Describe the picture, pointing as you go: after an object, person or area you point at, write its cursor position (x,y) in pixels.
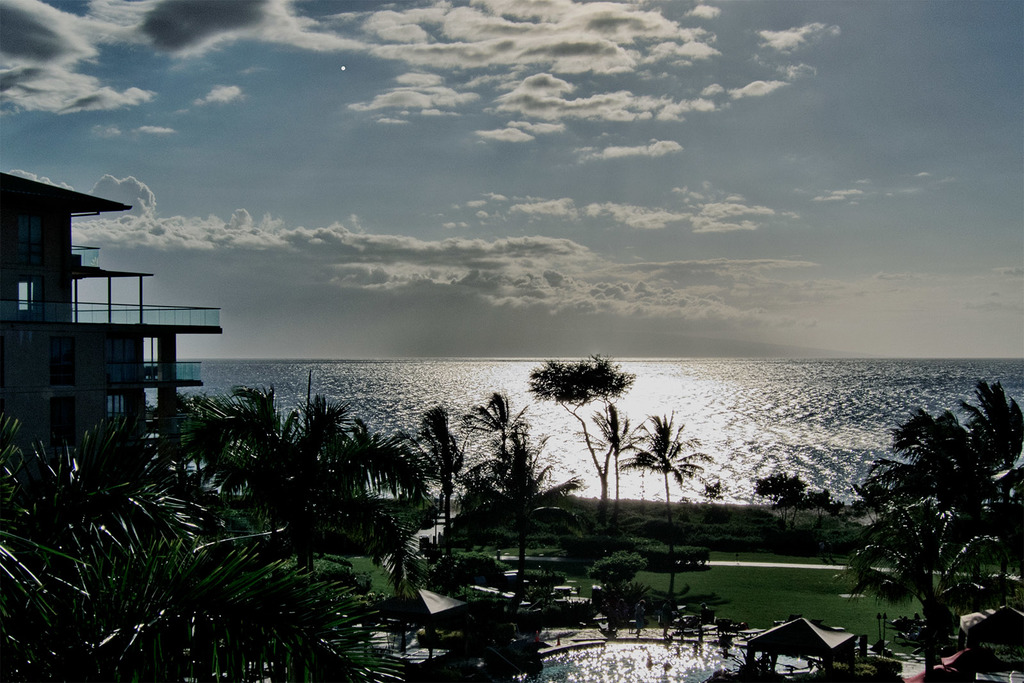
In the picture there is a building (73,389) beside that there are plenty of trees (597,563) and grass (709,572), in between the grass surface (764,602) there is a swimming pool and in the background (476,407) there is a sea (524,406).
